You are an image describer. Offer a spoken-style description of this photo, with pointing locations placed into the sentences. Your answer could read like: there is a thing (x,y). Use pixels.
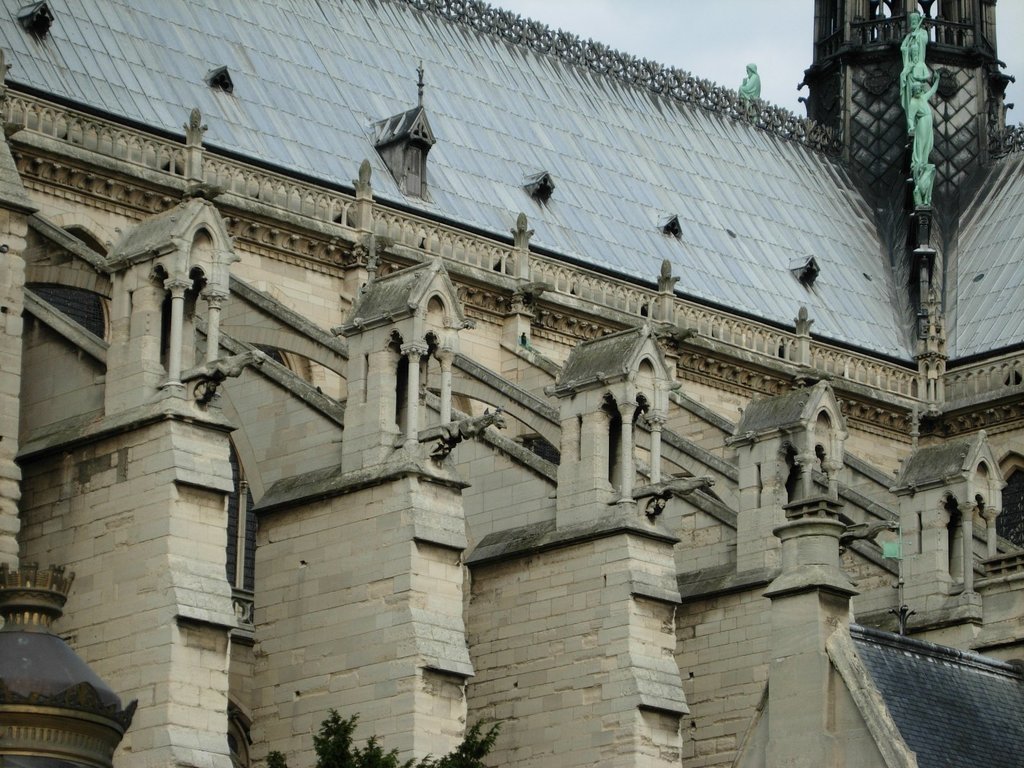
In this image I can see the building (248,339) which is in ash and grey color. To the right (905,70) I can see some green color statues (918,170) to the building (655,207). In the back (669,50) there is a blue sky (669,50).
